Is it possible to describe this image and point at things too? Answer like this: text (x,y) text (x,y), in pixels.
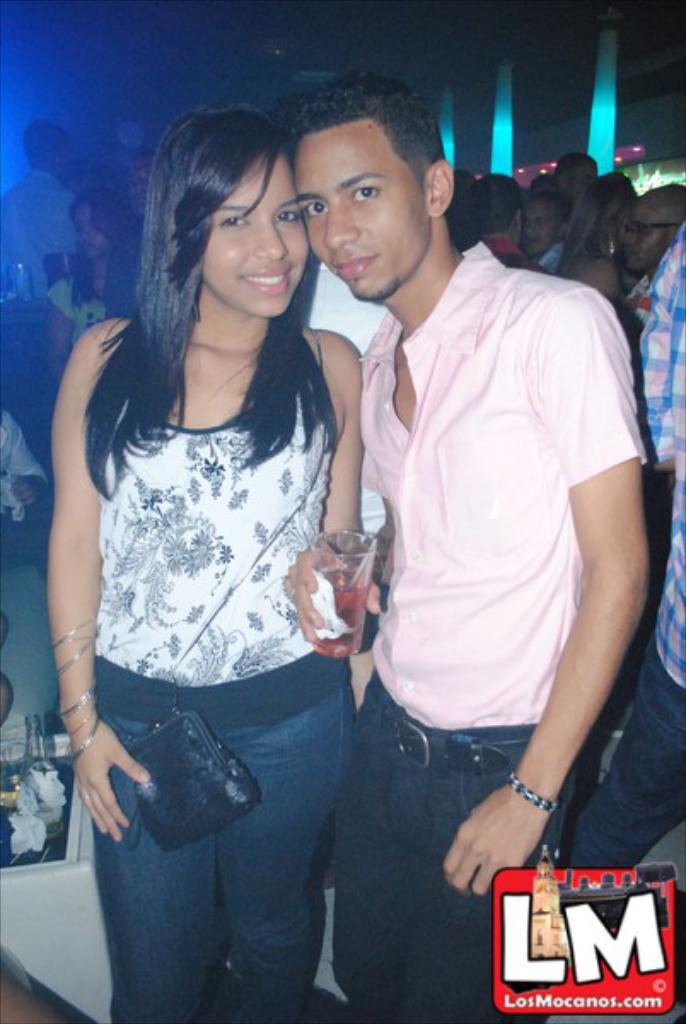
There is a woman (89,707) holding a bag (159,782). Also there is a man (422,466) holding a glass (353,593) with tissue (318,600). In the background (541,216) there are many people (541,216). Also there is a watermark (585,941) in the right bottom corner (540,955).
